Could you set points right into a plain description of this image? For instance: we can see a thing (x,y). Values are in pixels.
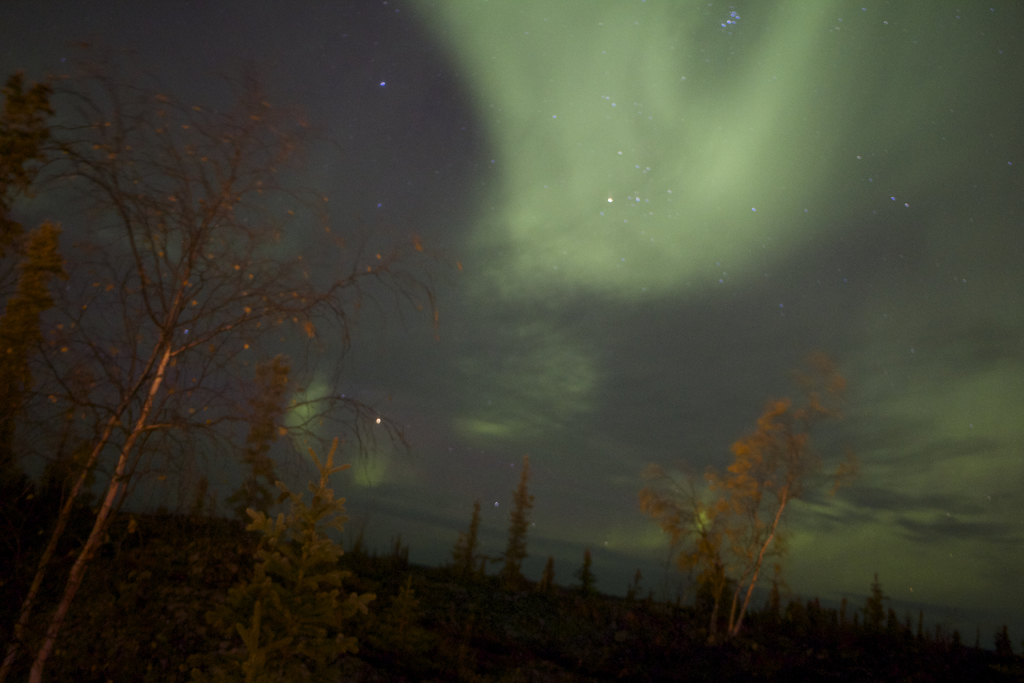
In the center of the image (374,436) we can see trees (727,609). At the top (636,150) there is sky (633,184).
